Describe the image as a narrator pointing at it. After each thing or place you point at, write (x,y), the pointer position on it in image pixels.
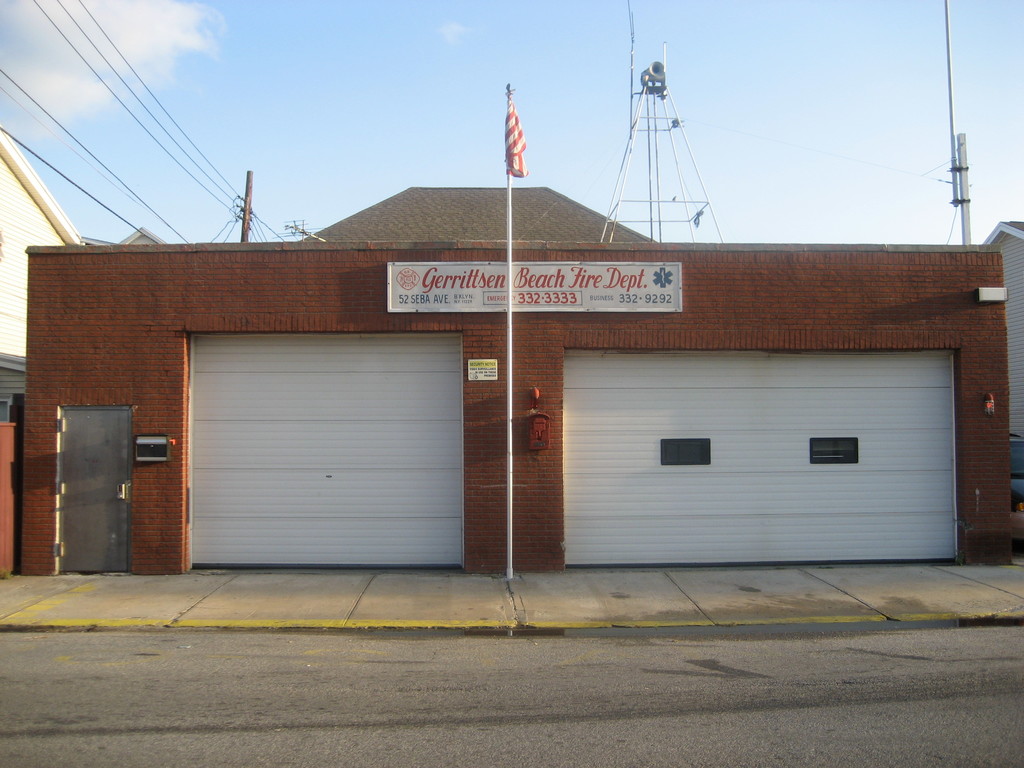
In the foreground of the image (726,713) we can see the road (597,735) and platform (633,606). In the middle of the image (613,287) we can see the fire station (251,523), a shutter (273,524), a door (97,546) and a board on the wall (520,324). On the top of the image (207,88) we can see the sky (487,131), flag (509,136) and wires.
